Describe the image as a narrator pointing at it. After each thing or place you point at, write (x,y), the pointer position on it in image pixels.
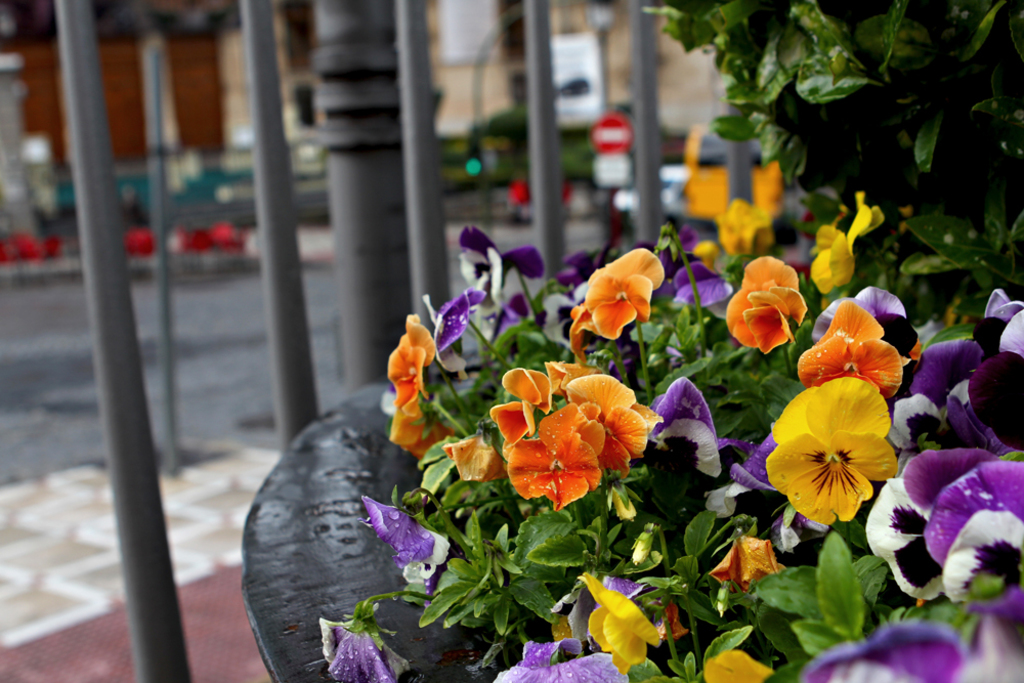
In this image there are plants (822,531) with colorful flowers (679,402), and in the background (423,246) there are poles (93,34), boards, road (54,345) and a house (659,77).
